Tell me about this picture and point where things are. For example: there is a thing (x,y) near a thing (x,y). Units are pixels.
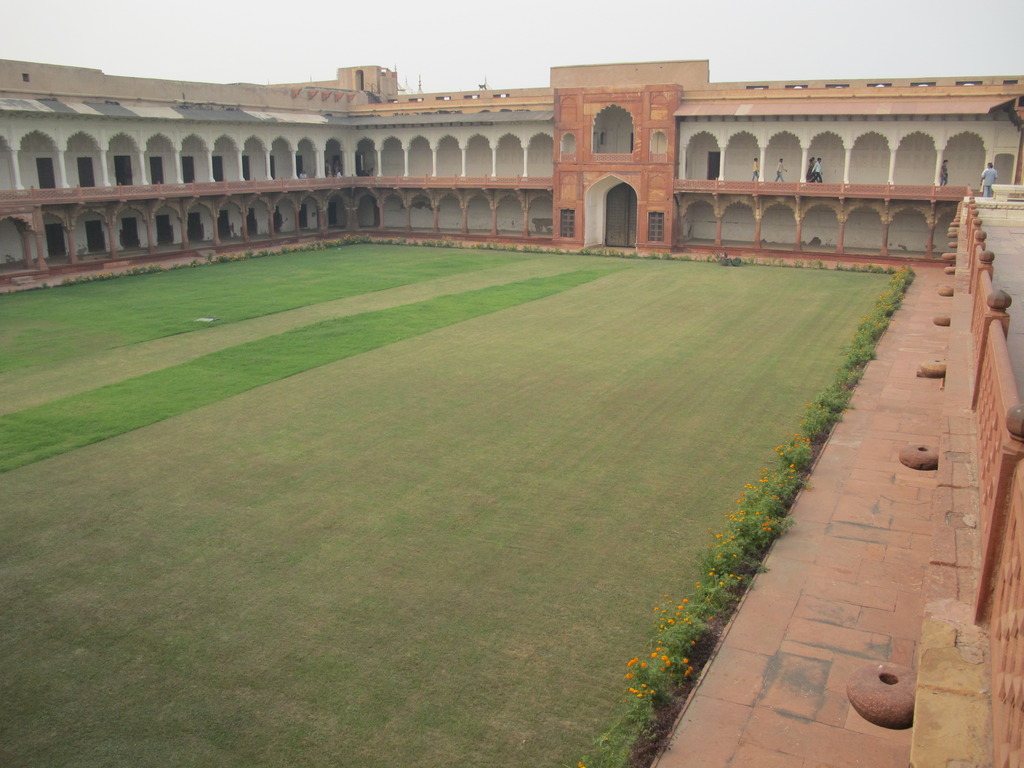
In this image we can see a building (812,217) with several pillars (797,211), windows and a door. We can also see a group of people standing inside the building (819,188), some plants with flowers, grass (490,407) and the sky (664,29) which looks cloudy.
